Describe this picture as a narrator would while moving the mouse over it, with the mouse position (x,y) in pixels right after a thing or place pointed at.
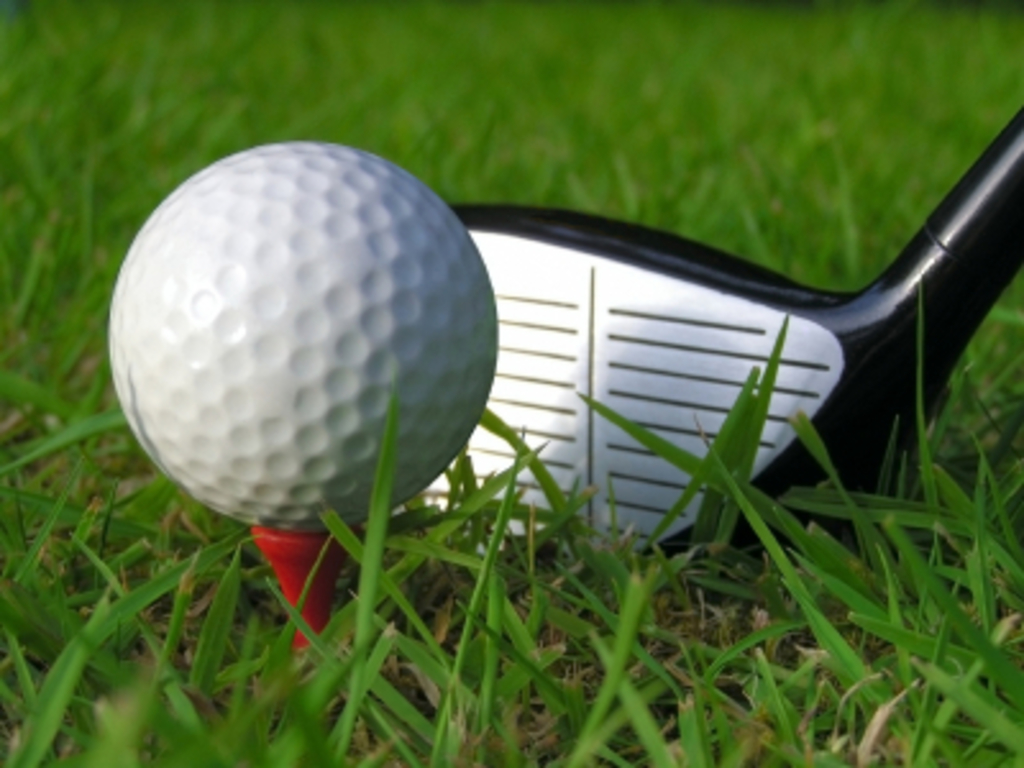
In this image there is a golf ball (336,343) on the left side of this image (306,374) and there is a bat (713,360) on the right side of this image (741,452) and there is a grass (181,127) in the background (305,104).
